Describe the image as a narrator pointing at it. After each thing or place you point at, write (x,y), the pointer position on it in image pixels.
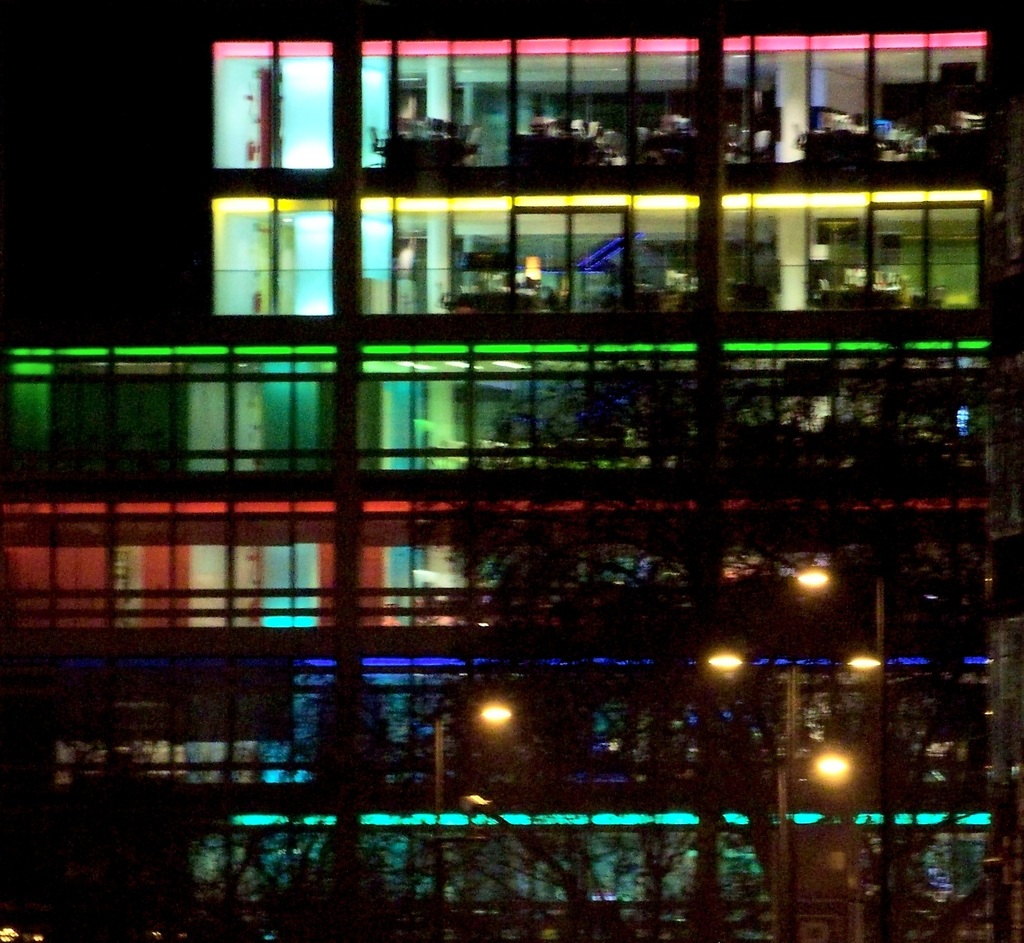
In this picture I see the lights (715,664) in front and I see number of trees (549,709). In the background (355,242) I see a building (440,458) and I see that it is dark on the left top of this image (77,158).
